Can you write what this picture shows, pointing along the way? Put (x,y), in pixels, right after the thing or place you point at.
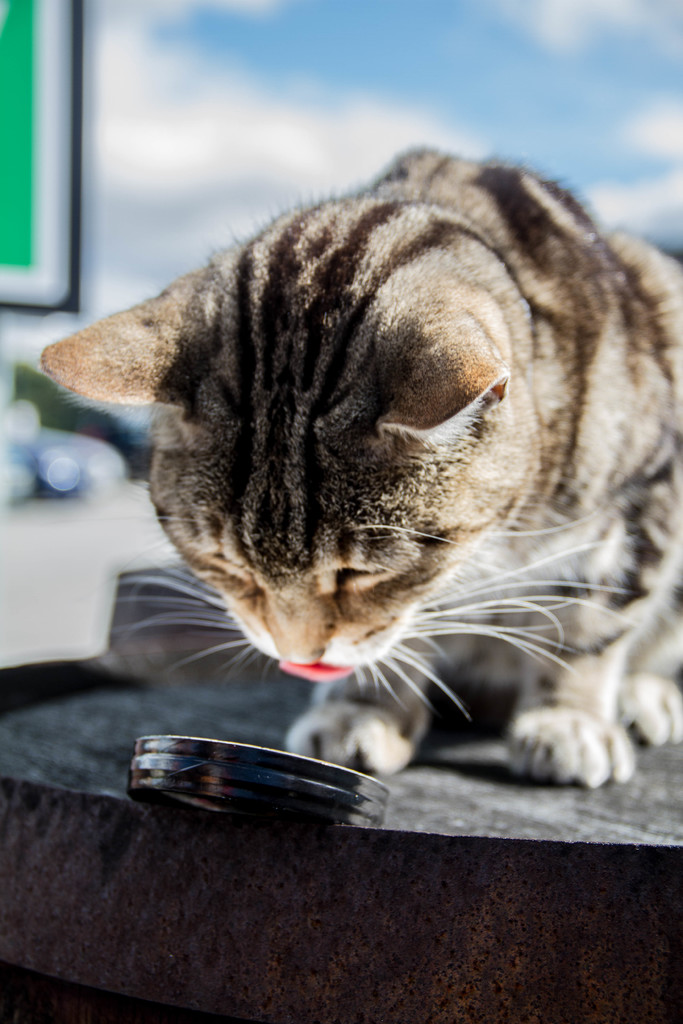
In this image, we can see a cat (486,562). At the bottom (322,784), there is a black color object (239,791). Background (682,94) we can see a blur view.
